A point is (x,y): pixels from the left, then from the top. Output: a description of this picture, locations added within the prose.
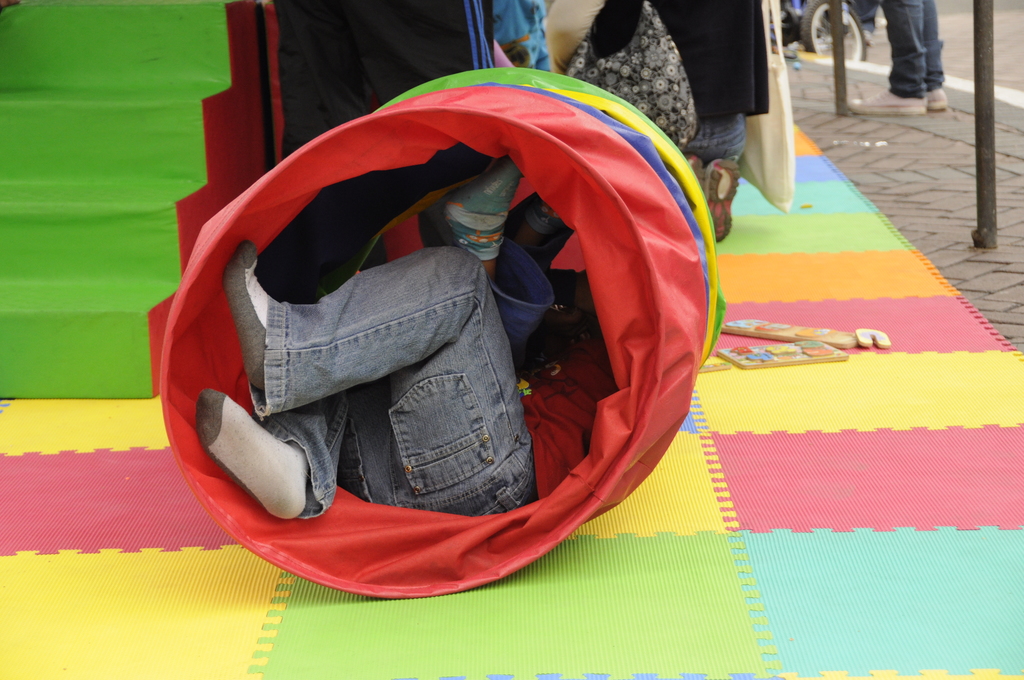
In this image we can see a round object (379,550). Inside that there are people (421,254). On the ground (1004,200) there are carpets (779,413). In the back (750,75) there are few people (678,45). On the carpet (777,252) there are some items (790,332). On the right side (910,97) there are poles (990,204) and we can see legs (897,44) of a person (890,40). Also there are steps (47,391).
